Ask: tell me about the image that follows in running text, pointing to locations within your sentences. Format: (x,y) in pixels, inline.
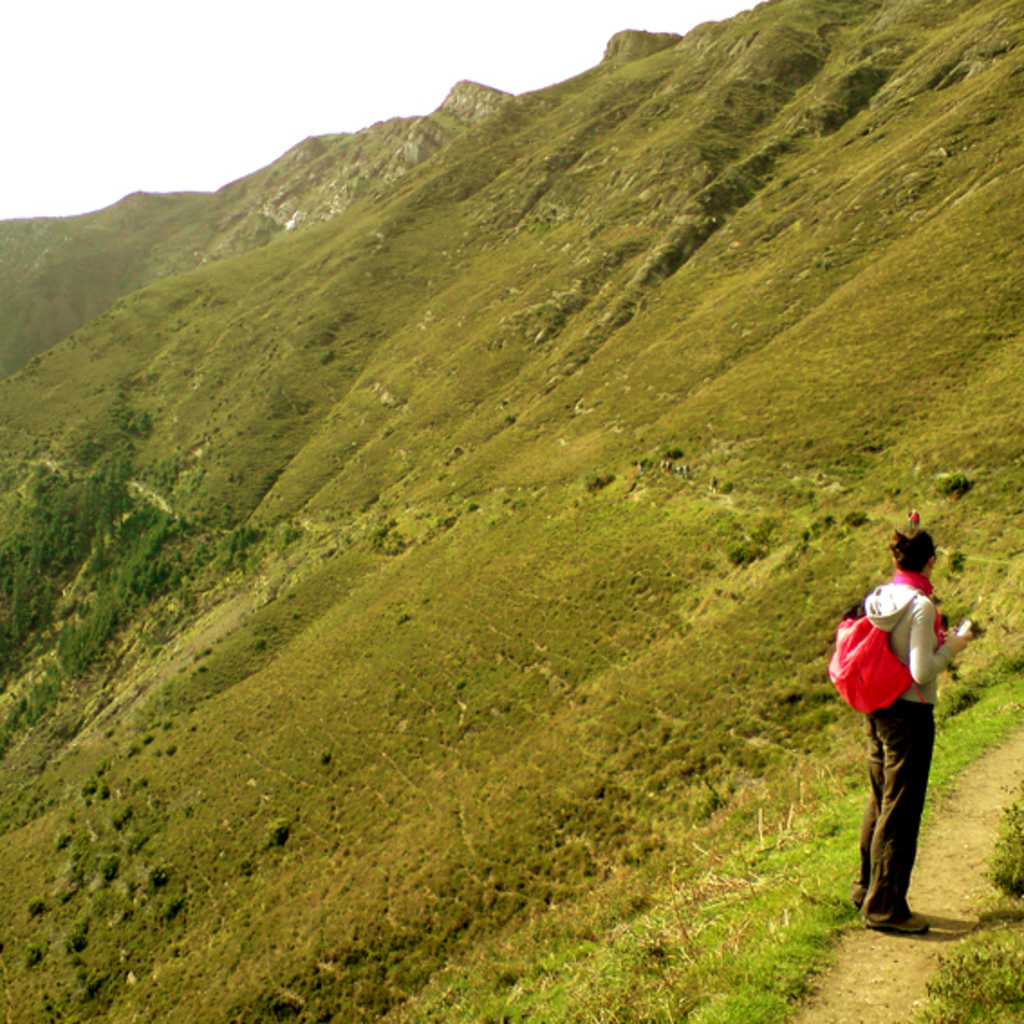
In this image we can see a person (900,582) wearing a backpack (858,659), and holding a mobile (963,624), there are some plants (960,681), grass (627,753), also we can see the mountains (345,265), and the sky (214,74).
